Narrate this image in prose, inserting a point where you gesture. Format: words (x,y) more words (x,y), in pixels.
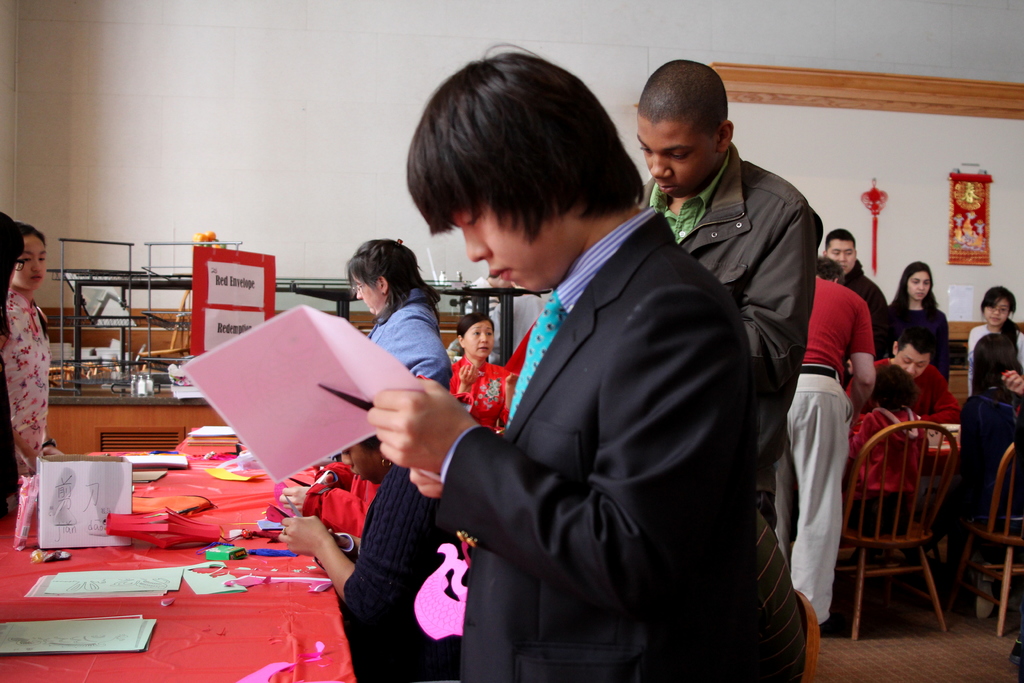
This picture is clicked inside the room (999,172). Here, we see many people (820,512) in this room (594,498). On the left bottom of the picture (181,479), we see a table (241,649) on which paper (136,571), book (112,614), matchstick box (218,560) are placed. Behind them, we see a red board (199,266) with white chart sticker (234,295) on it. Behind that, we see a white wall (219,167). On the right corner (958,256), we see a photo frame (977,254) placed on the white wall (905,184).
